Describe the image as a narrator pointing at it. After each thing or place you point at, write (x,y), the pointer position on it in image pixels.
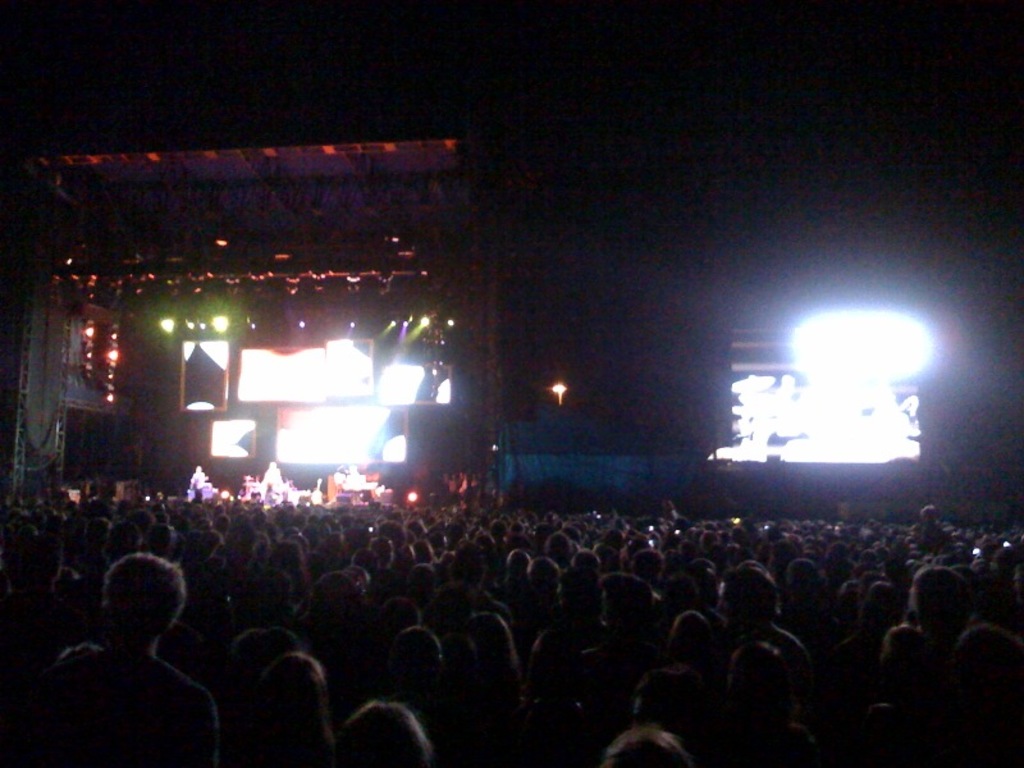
In this image I can see the dark picture in which I can see number of persons (436,647), the stage (318,492), few persons (279,479) on the stage (264,478), few screens (293,418), few lights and the dark background (826,149).
